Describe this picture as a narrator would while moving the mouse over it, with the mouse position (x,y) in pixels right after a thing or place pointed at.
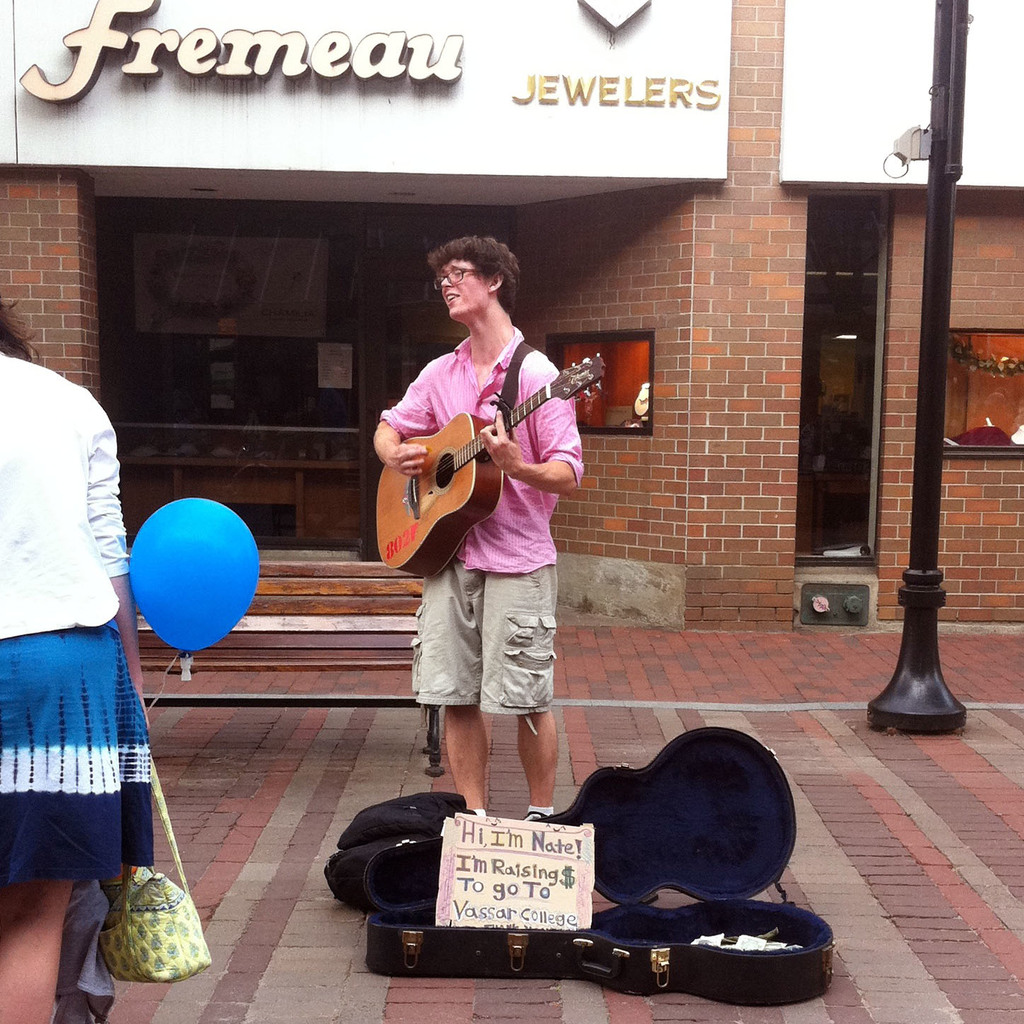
In the image, there is a man (523,478) is holding a guitar (502,479) in front of him there is a guitar box (711,796), to the left side (58,840) there is a woman (6,560) standing, to the right (908,673) there is a pole (940,183) in the background (977,150) there is a brick wall (668,423) and a jewellery shop (296,413).
